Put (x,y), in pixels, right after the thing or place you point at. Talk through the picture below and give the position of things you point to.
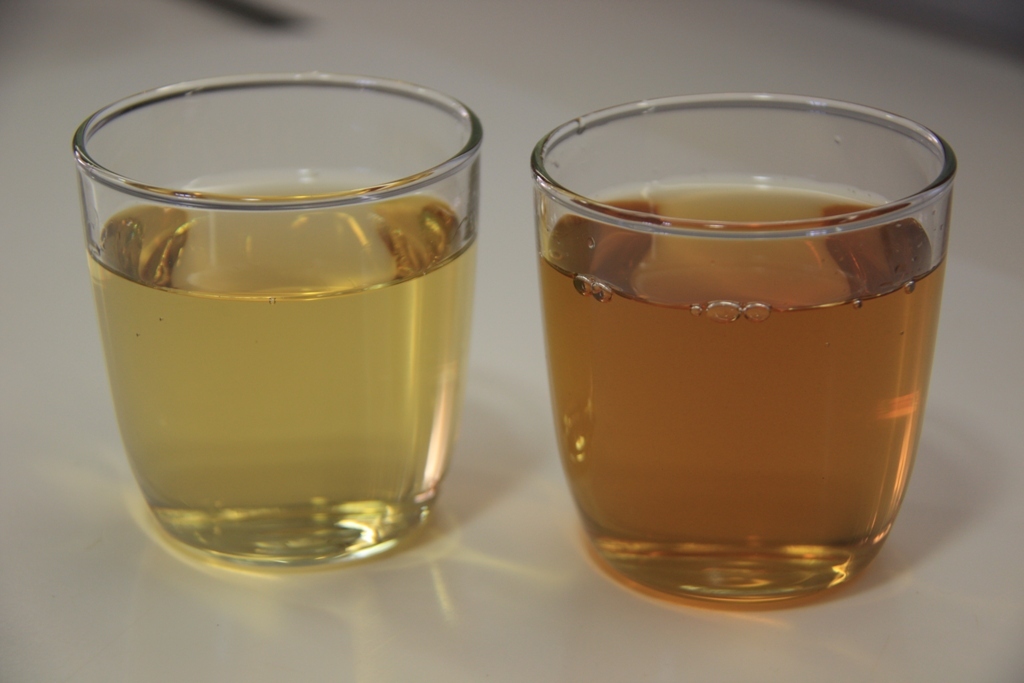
In this image we can see beverage (368,351) in glasses (288,345) placed on the table (365,606).
